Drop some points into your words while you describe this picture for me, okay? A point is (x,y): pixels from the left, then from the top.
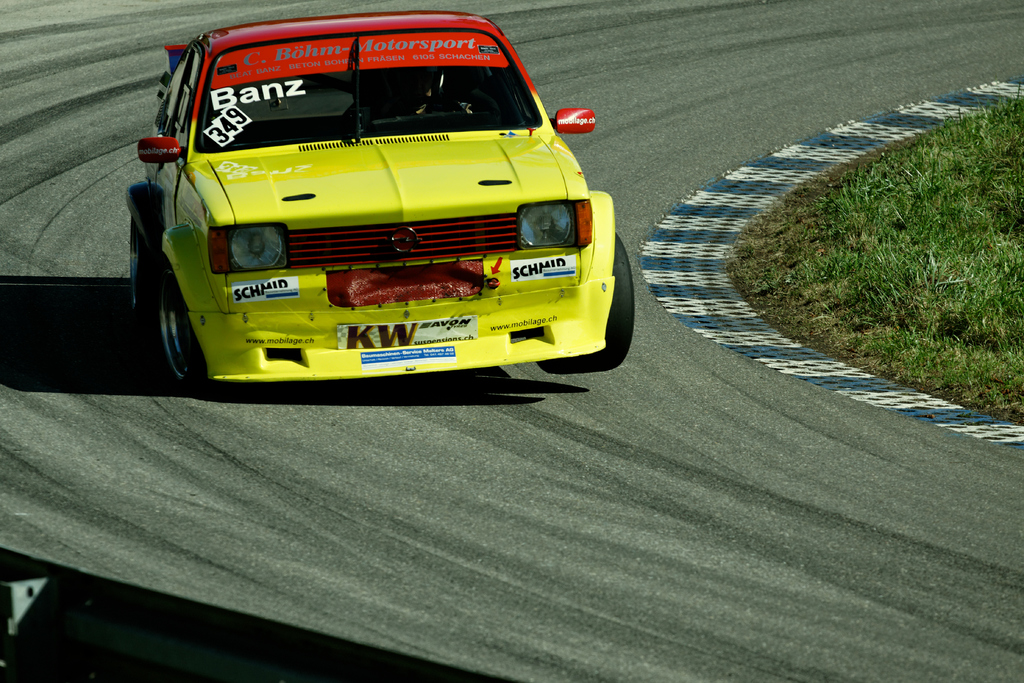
In this image there is a car (403,323) on the track (483,416), beside the track (642,340) there is grass (805,194).
